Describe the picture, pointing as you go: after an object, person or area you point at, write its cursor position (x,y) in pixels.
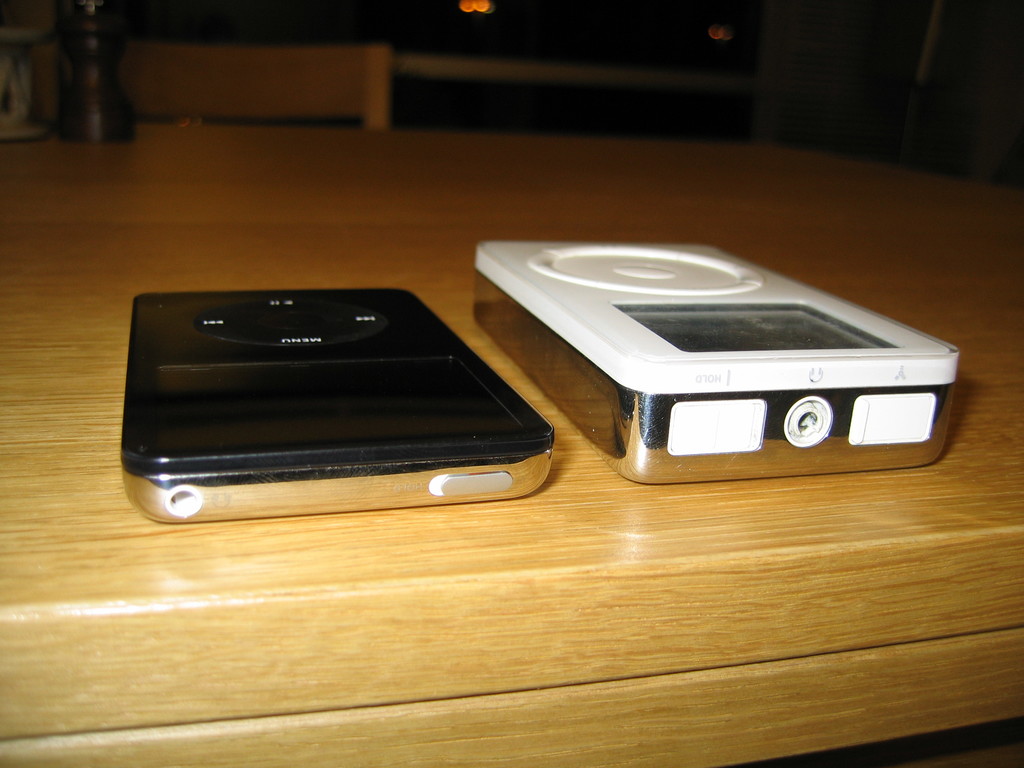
In this image I can see two Ipods (628,355) on the table (565,181).
